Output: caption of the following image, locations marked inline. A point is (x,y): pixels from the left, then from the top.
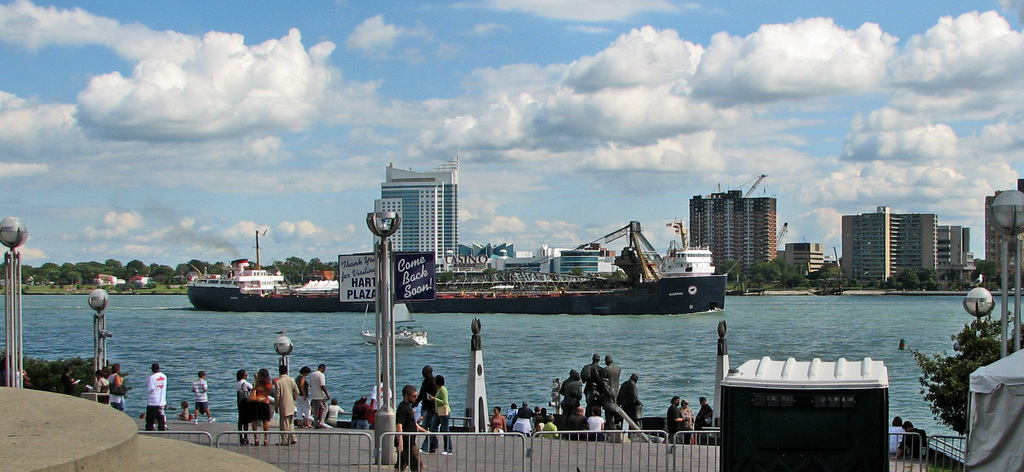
In this picture we can see a big ship (229,278) in the water (668,357), around we can see few people (366,404) are standing and watching and we can see some buildings (570,266), trees (965,360).
